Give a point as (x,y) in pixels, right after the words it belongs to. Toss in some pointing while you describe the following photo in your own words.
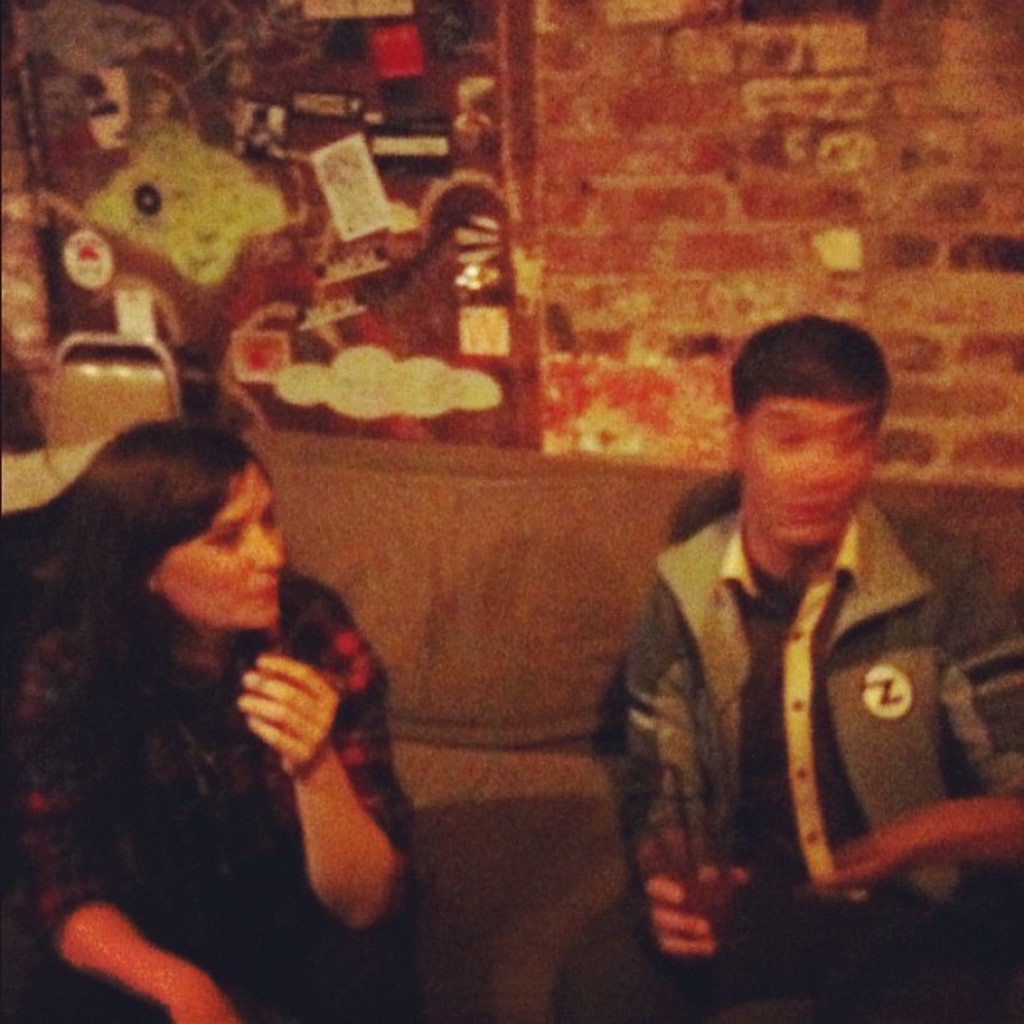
In this image I can see there are two persons (350,727) sitting on sofa set (511,777) and at the top (414,254) I can see the wall (691,269).
